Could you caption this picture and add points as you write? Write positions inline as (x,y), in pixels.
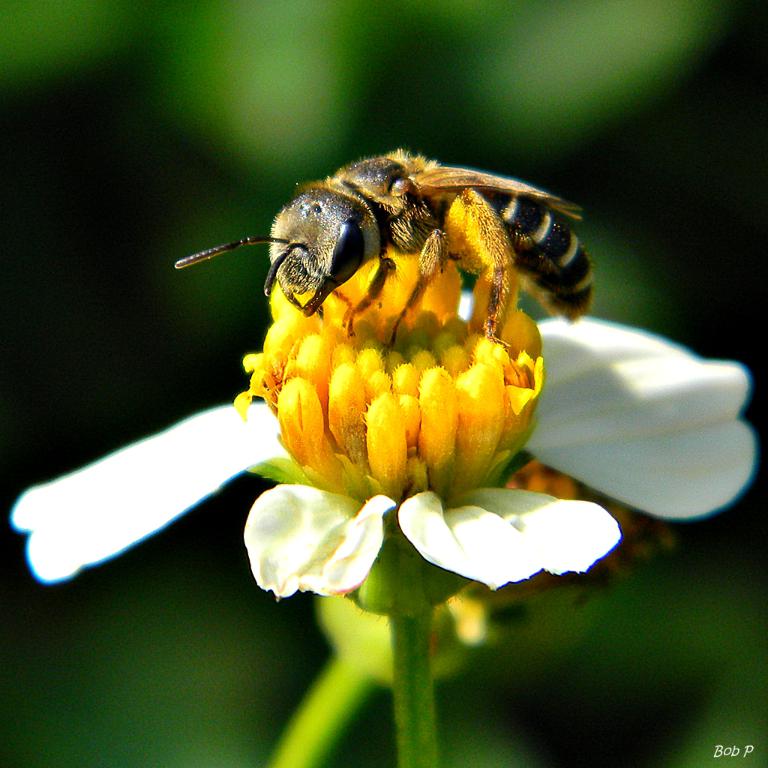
In this image we can see an insect (492,287) on the flower (548,410), there are white petals (554,526), the background (54,134) is blurry.
